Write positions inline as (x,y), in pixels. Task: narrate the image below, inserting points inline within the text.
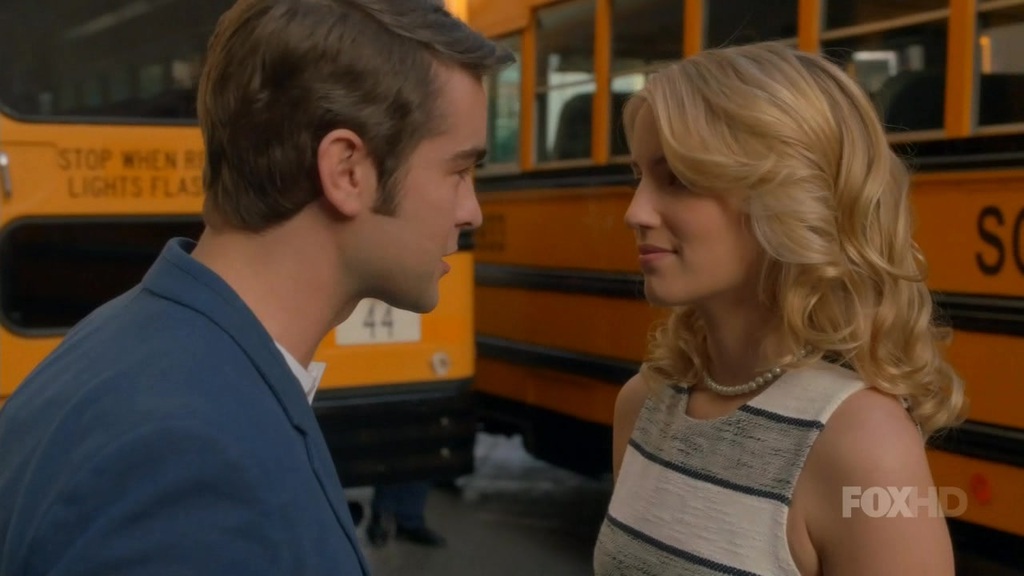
There are two persons (645,447) looking at each other and in the background (599,354) we can see vehicles (353,388).
